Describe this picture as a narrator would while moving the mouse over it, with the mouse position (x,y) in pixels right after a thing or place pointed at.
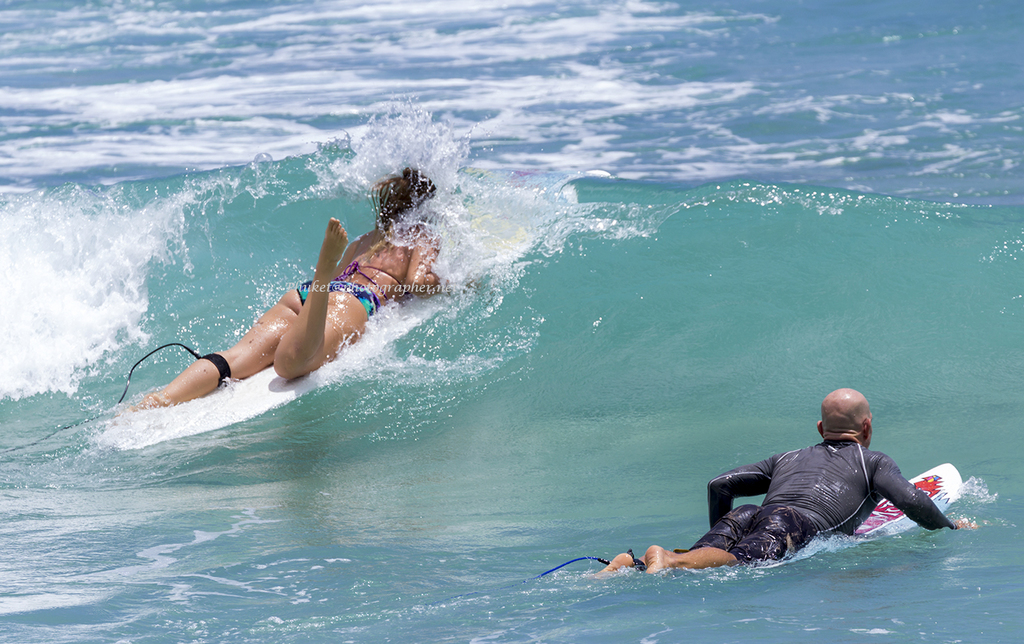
In the image there is water (687,89) and the two people (299,349) are sliding on the surfing board (107,434).
